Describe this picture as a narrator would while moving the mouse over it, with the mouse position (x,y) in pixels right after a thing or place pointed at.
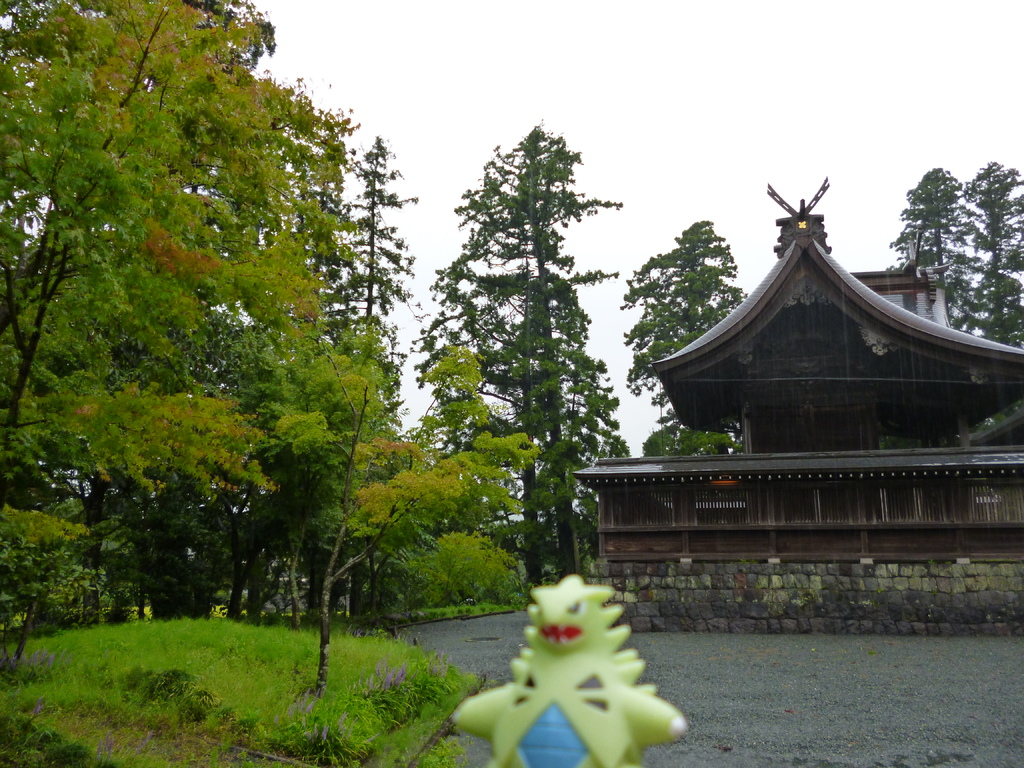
There is a toy (578,695) at the bottom of this image (576,711). We can see trees (133,576) and a building (709,538) in the middle of this image (348,446). The sky (638,155) is in the background (599,161).
